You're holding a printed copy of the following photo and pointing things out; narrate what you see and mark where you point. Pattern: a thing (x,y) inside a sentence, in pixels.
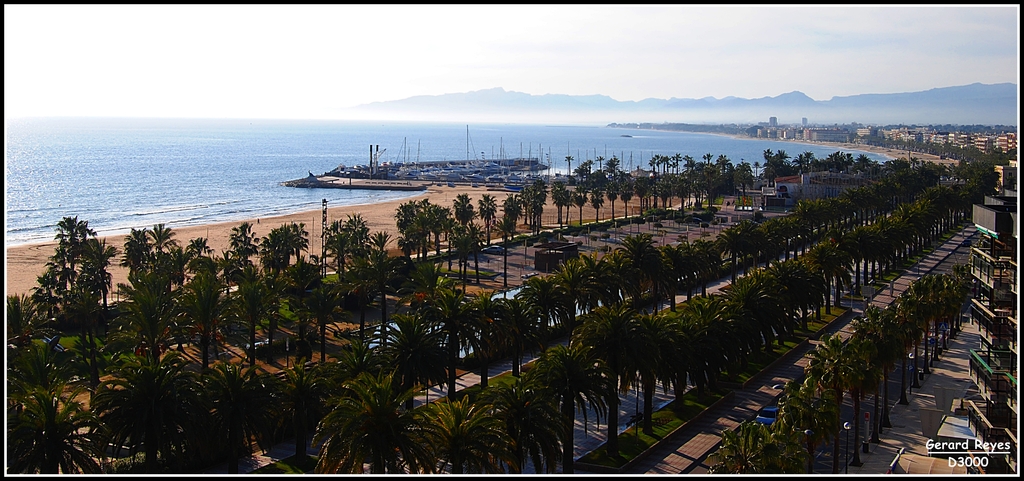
In this picture we can see trees (827,258) in the front (450,262), on the left side (206,178) there is water (111,170), we can see some boats (500,161) here, in the background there are some buildings (995,317), we can see the sky (473,21) at the top of the picture (421,21), at the bottom (683,422) there is grass (691,410), at the right bottom (953,451) we can see some text (943,452).
